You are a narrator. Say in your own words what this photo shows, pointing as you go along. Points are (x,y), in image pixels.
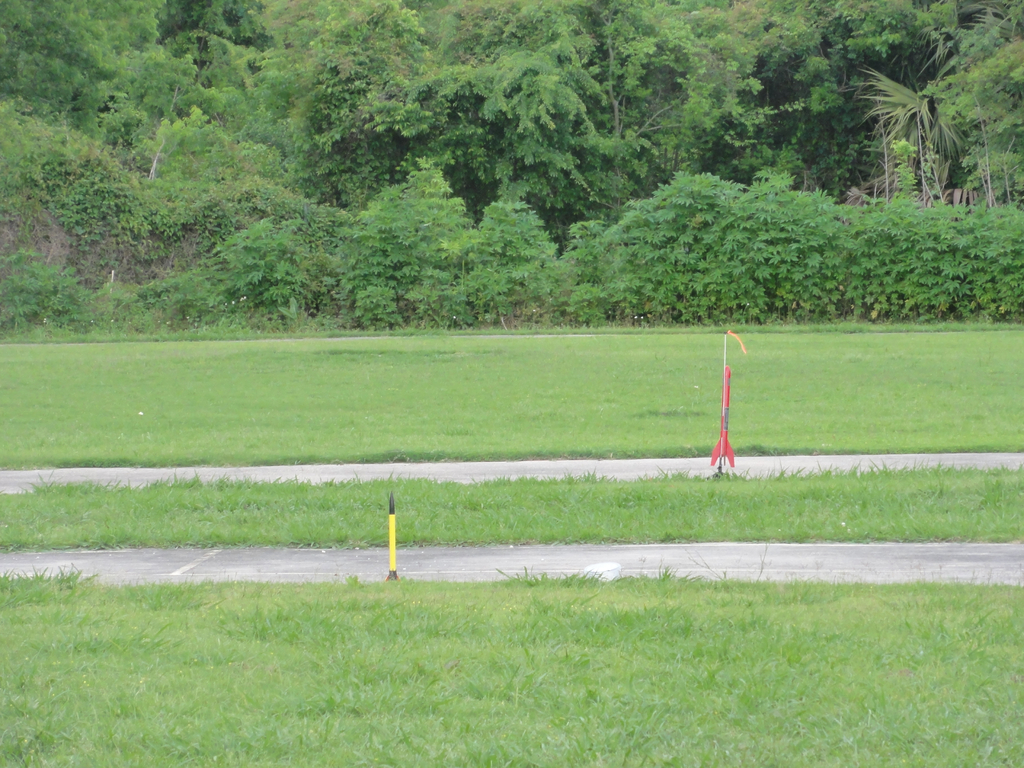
In this picture we can see the grass (423,482), model rockets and in the background (432,119) we can see trees (412,169).
